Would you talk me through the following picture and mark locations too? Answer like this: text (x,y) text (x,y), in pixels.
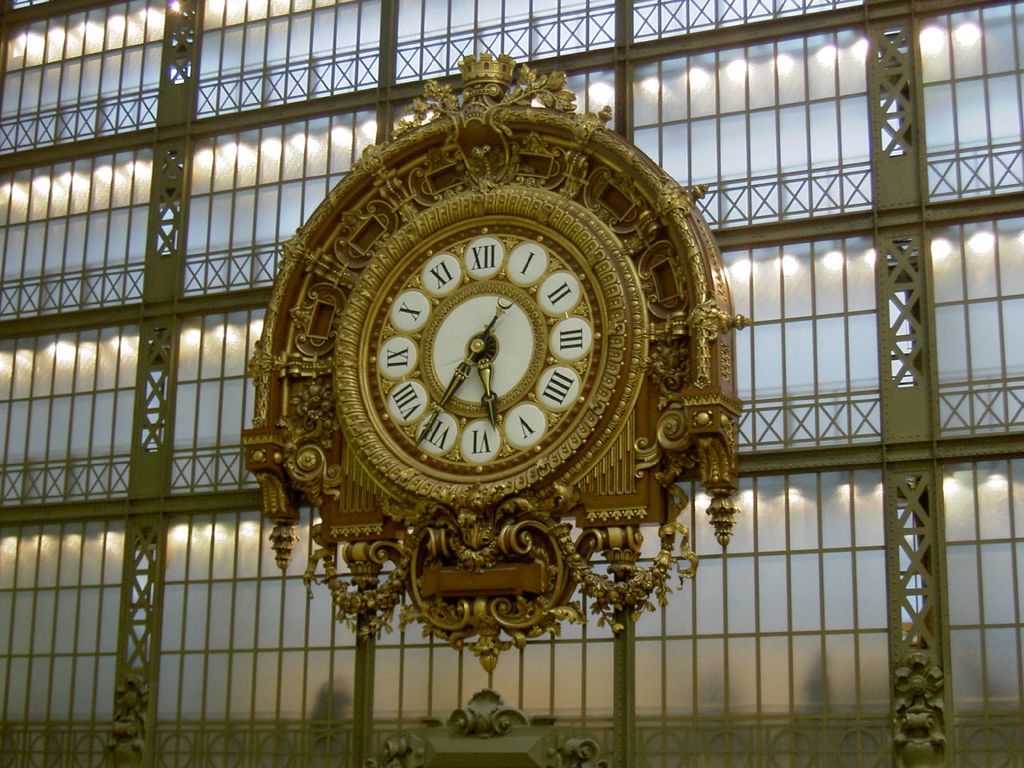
This image looks like a building (344,701), on the building (371,720), we can see a clock (498,466) and an object (506,713).
